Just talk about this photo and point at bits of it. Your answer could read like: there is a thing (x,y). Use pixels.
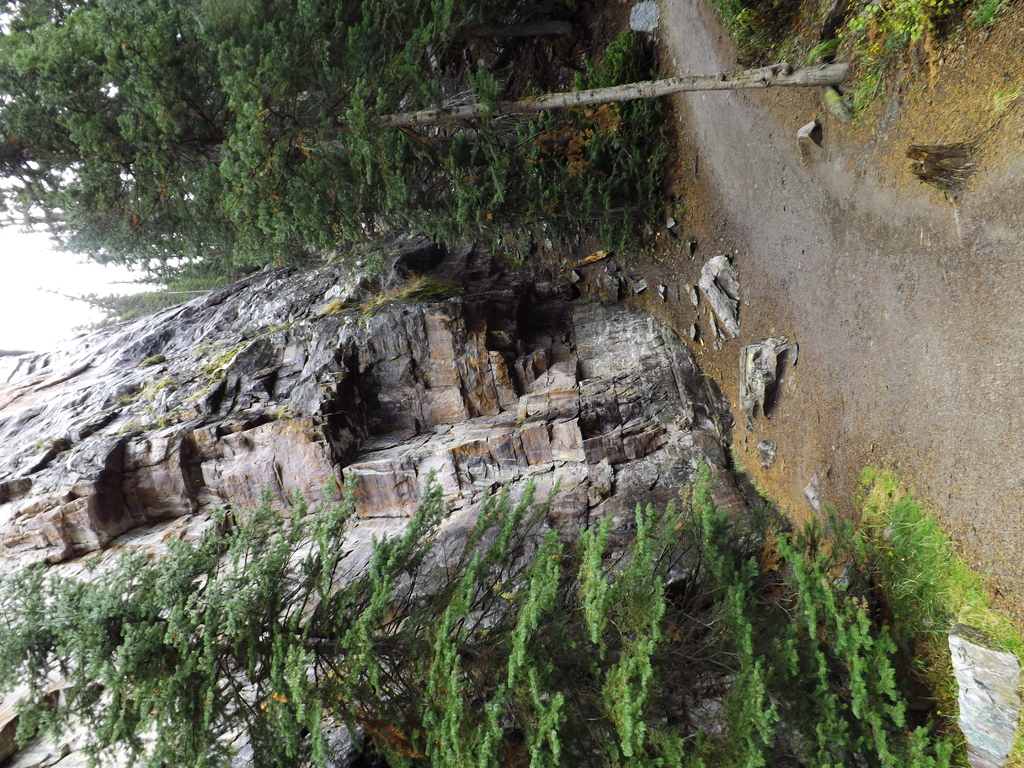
In this picture we can see the stone mountains (463,428). At the top (459,32) and bottom we can see the trees (541,137). On the right (785,526) there is a road (991,416). In the top right corner (797,14) we can see plants (772,29) and grass (770,45). On the left (20,188) there is a sky (3,276).
